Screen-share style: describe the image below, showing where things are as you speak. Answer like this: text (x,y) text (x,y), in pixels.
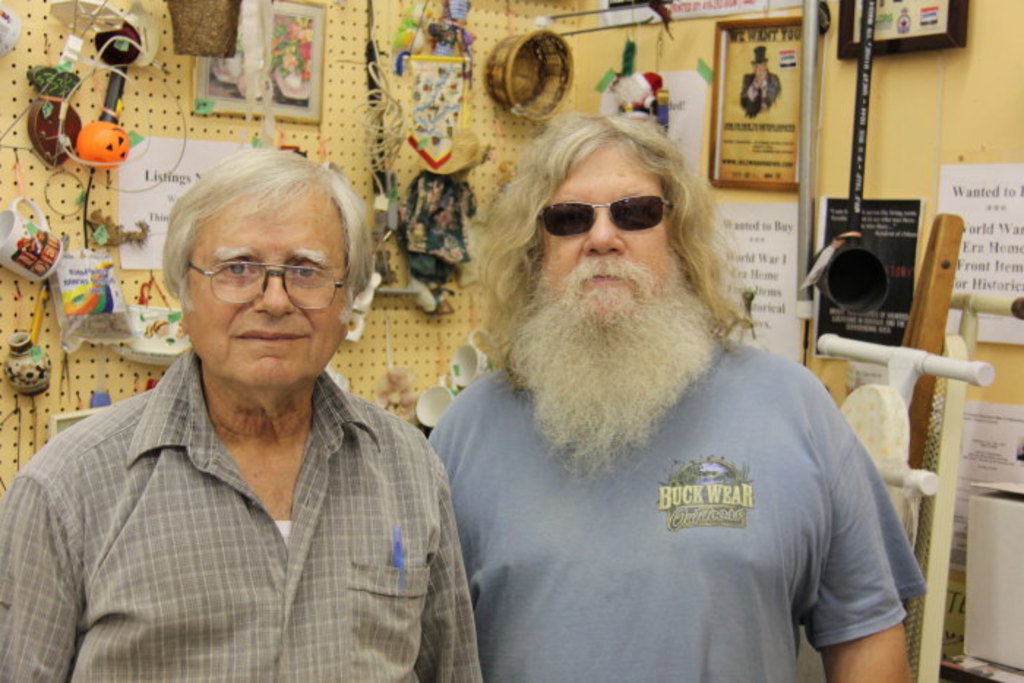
In this image I can see a person (214,456) wearing ash colored shirt (168,542) and another person (630,521) wearing blue t shirt (615,553) and spectacles (629,208) are standing beside each other. In the background (346,92) I can see the cream colored surface (346,136), few photo frames (734,188) attached to the surface (843,193), few papers (697,80) sticked to the surface (829,182), a cup (41,272) and few other objects (61,94) hanged to the surface (890,175).
